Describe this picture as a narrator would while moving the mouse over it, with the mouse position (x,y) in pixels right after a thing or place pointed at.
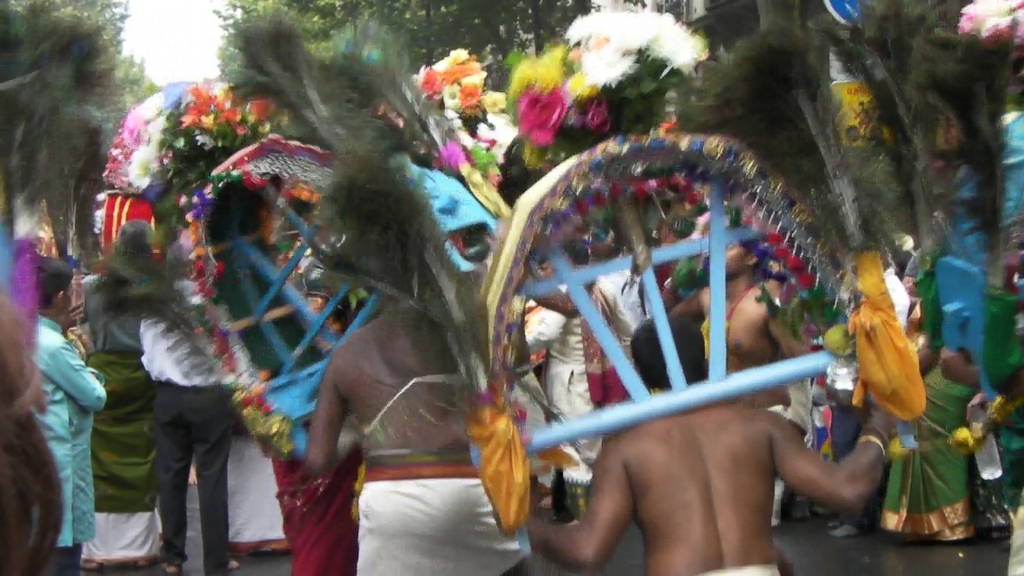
In this image there are group of persons (411,368) standing and walking. In the front (403,376) there is a person (683,480) walking and holding an object (713,384) which is blue in colour and in the background (319,29) there are trees (472,27) and the sky (172,44) is cloudy.
